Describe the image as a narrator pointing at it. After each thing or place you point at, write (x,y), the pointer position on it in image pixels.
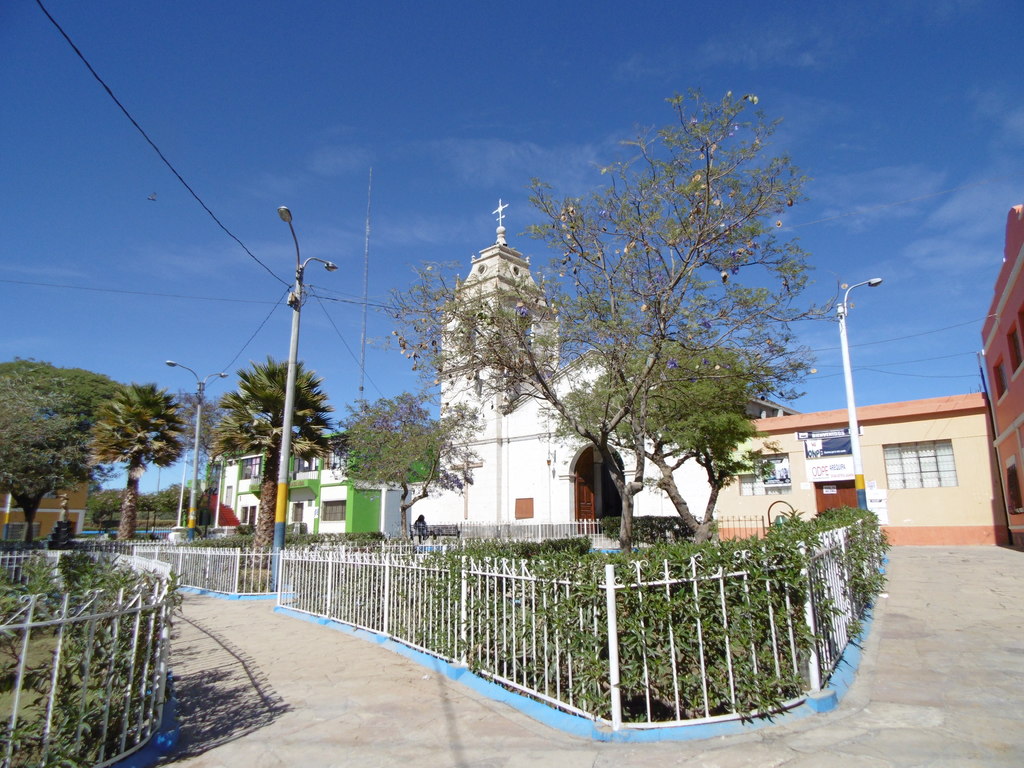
In this image, we can see houses (987,477), poles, trees (693,524), walls (728,495), windows (934,453), plants (675,559), grills (306,575). Here we can see walkways (443,720). Background (816,153) there is a sky (485,199).
